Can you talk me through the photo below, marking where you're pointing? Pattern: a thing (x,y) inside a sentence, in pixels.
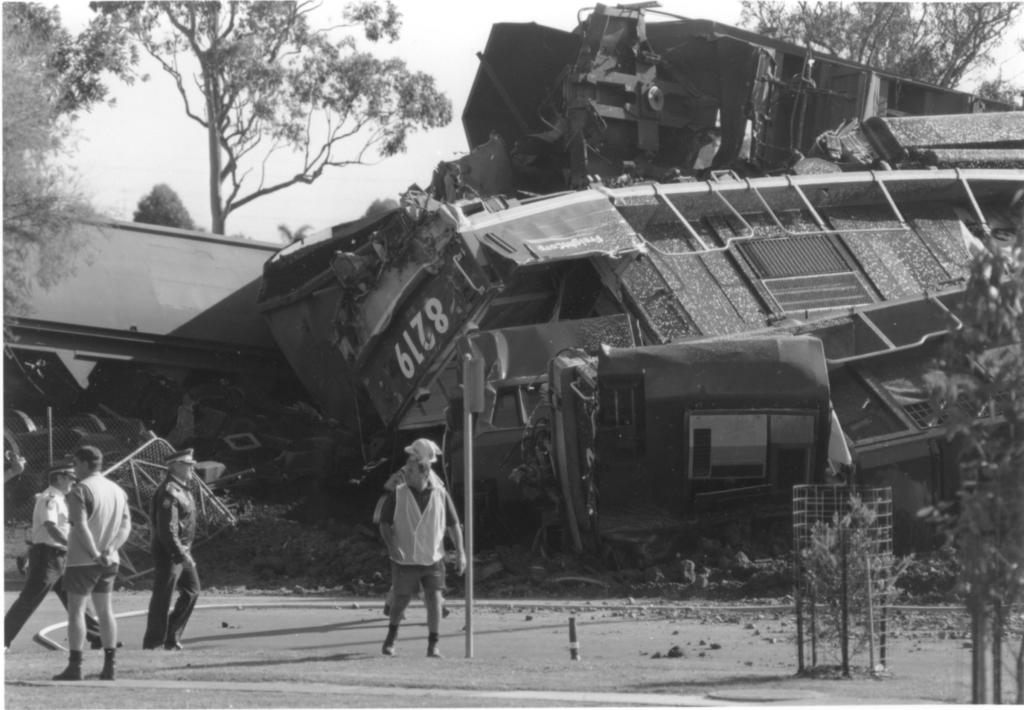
In this image we can see a black and white picture of a group of people (58,573) standing on the ground (348,592). One person (174,543) is wearing a uniform (172,531). To the right side of the image (824,548) we can see a fence (887,572) and trees (995,635). In the background (541,308), we can see a train (490,312), a group of trees (423,129) and the sky (405,45).
